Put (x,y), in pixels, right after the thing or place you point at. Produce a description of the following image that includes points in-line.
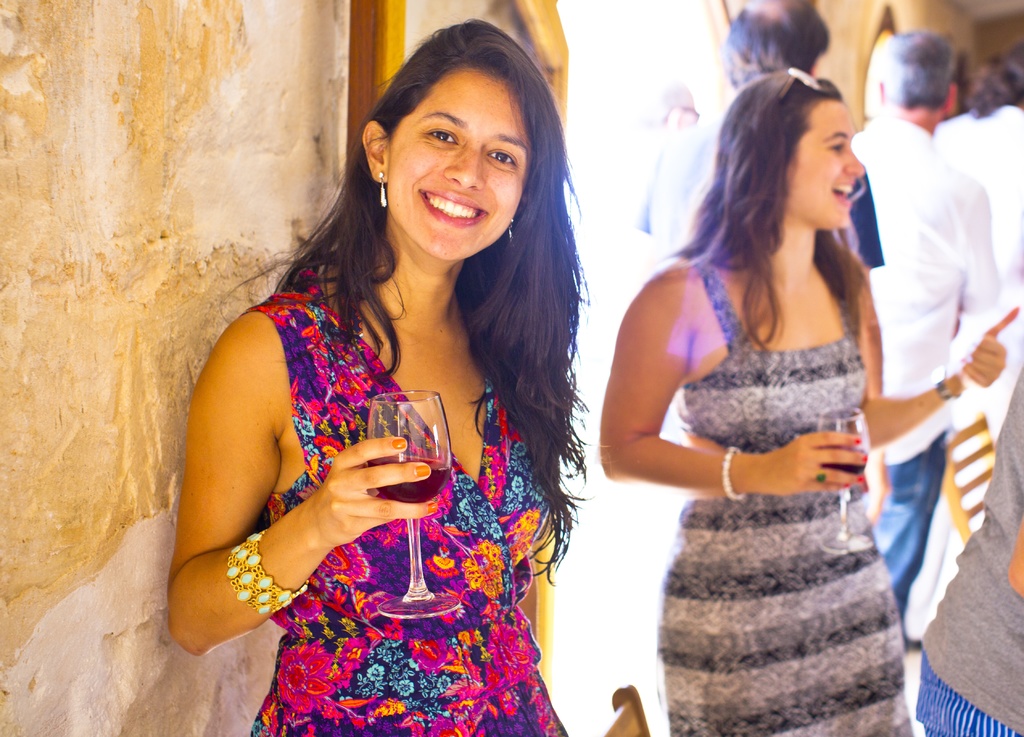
In this image I can see some people (365,479). On the left side (181,194) I can see the wall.
